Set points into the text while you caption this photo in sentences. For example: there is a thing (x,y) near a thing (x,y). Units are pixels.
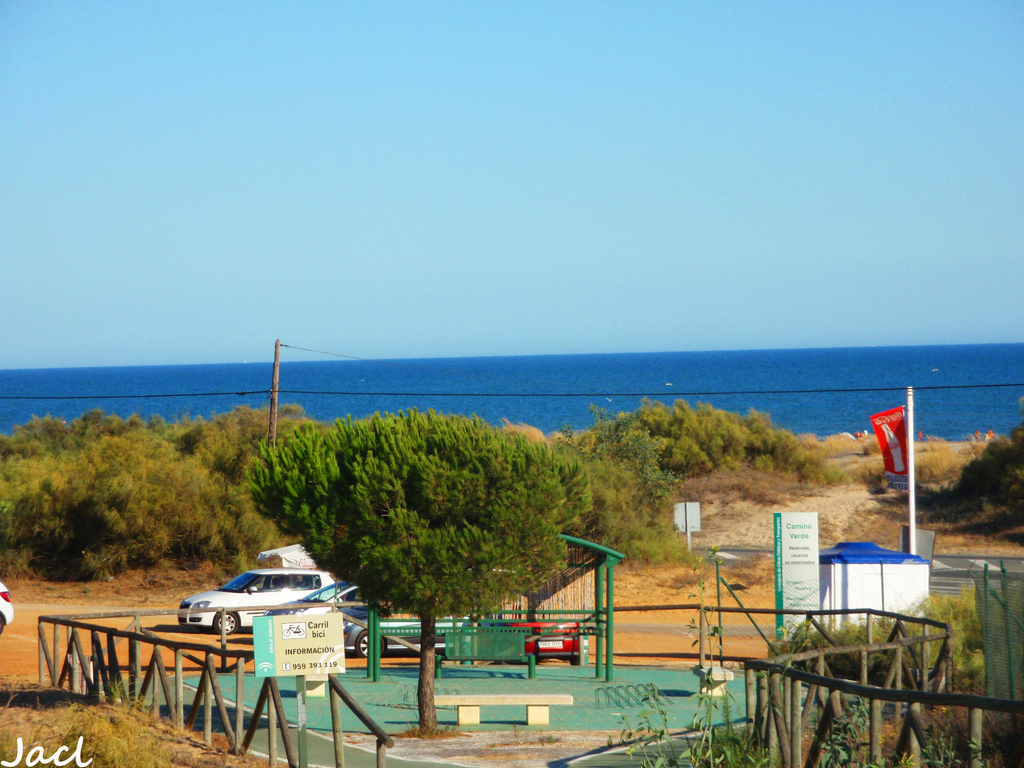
In the center of the image (438,449) we can see the sky (365,77), water (712,403), trees (399,586), poles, fences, plants (654,547), boards (783,593) with some text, vehicles (358,588) and a few other objects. At the bottom left side of the image (77,753), we can see some text (62,747).
